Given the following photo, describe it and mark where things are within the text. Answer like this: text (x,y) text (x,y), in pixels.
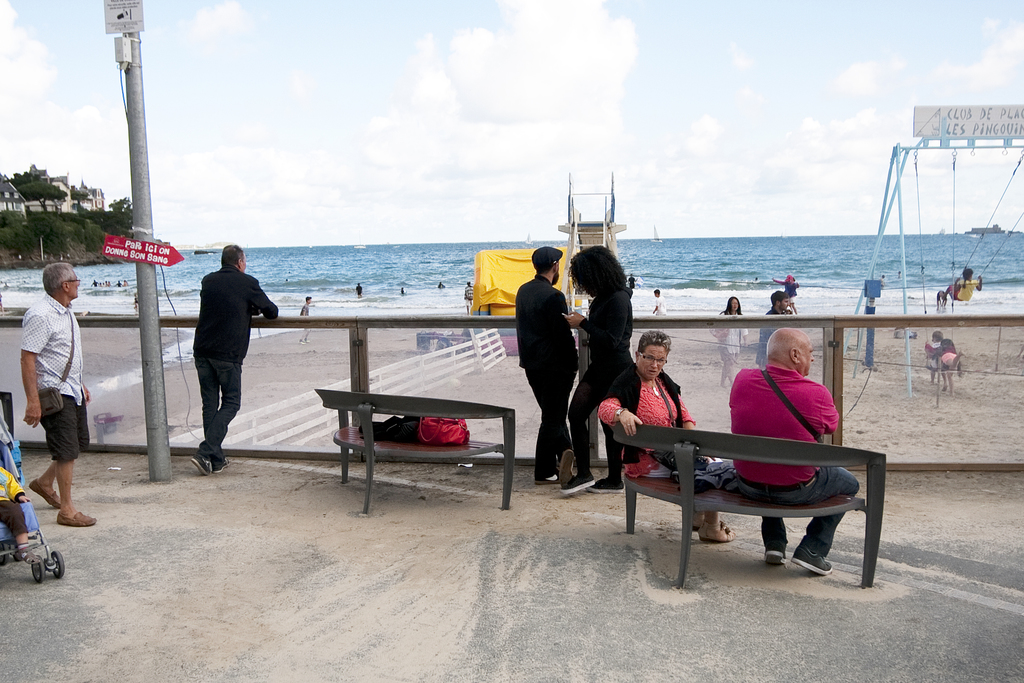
This picture shows a ocean (667,279) and few houses (63,177) on the side and we see few people (681,401) seated and few are standing.
